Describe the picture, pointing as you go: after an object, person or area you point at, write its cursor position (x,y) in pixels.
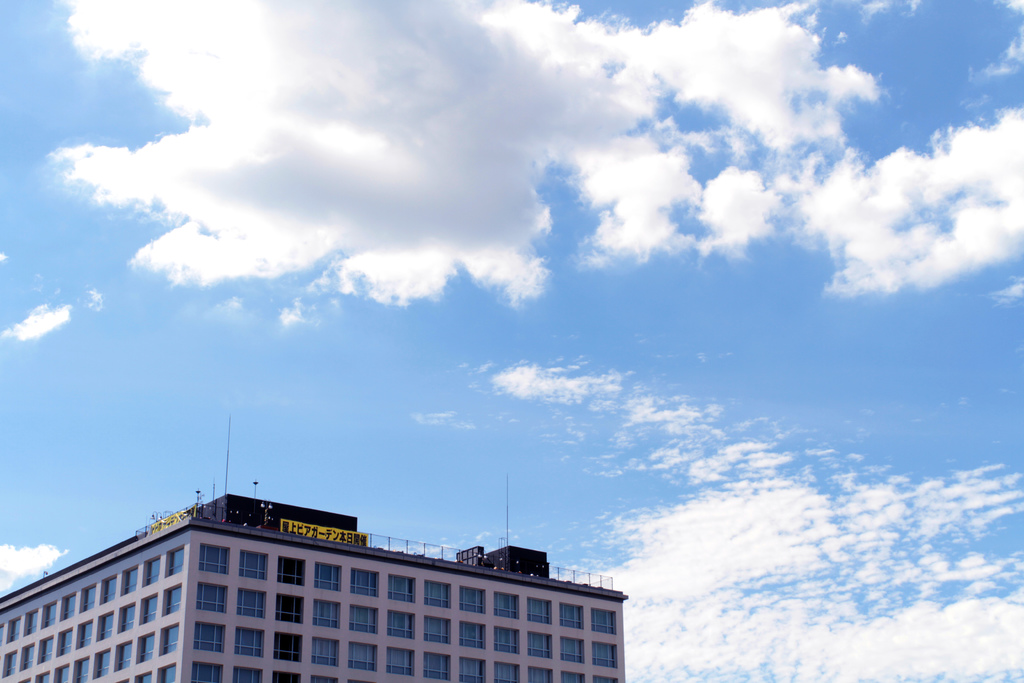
In this image we can see a building (248,596). In the background (510,366) there is sky (537,261).
